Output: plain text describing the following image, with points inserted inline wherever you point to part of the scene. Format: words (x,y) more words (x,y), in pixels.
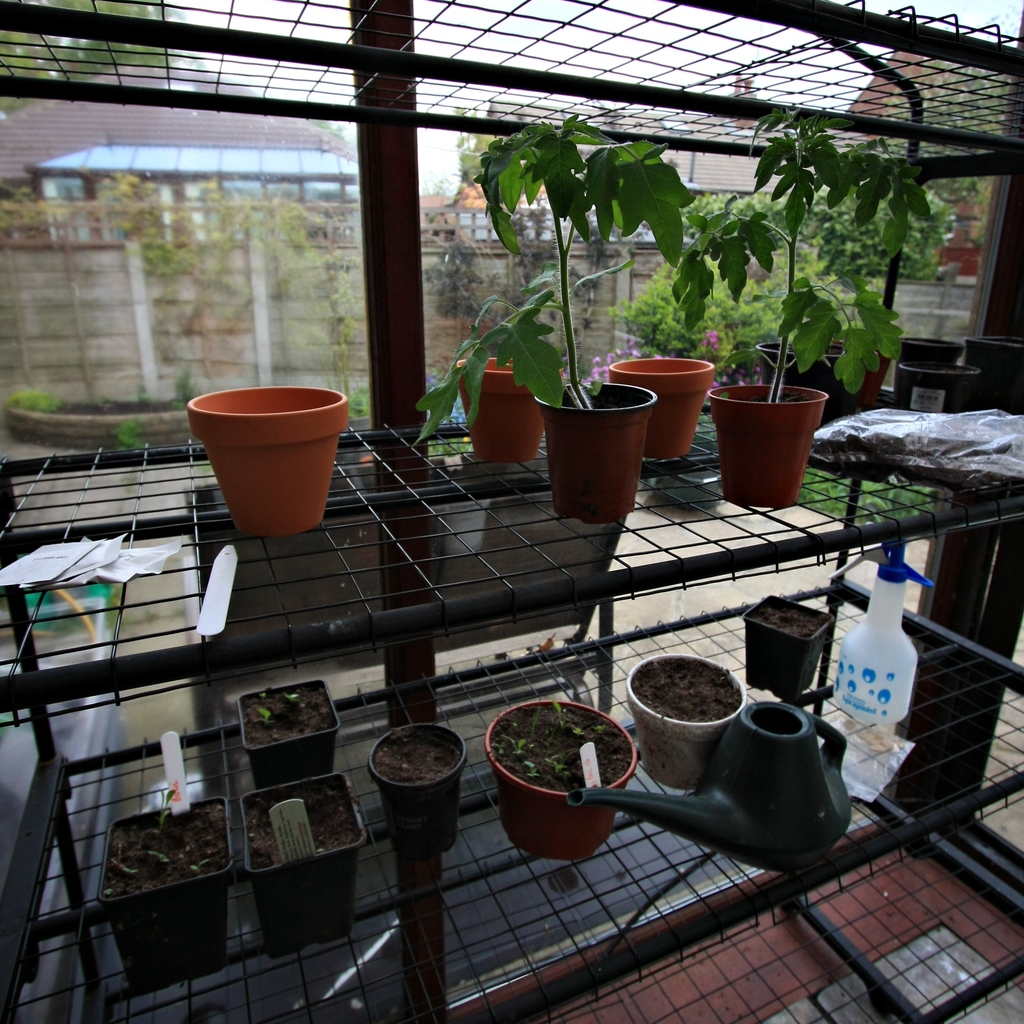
In this image i can see few pots (560,422) on an object (398,465).
